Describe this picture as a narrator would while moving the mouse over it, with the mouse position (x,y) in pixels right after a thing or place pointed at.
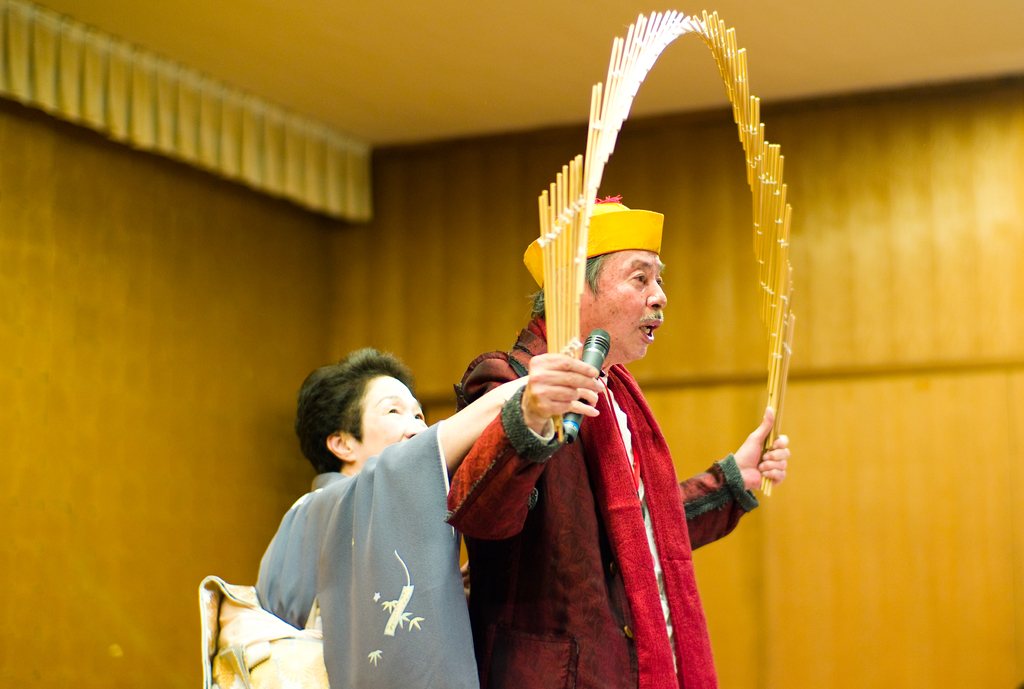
In this image in front (324,596) there are two persons (522,565) where one person (612,440) is holding the mike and some object (645,49). In the background of the image (864,180) there is a wall (194,316).
